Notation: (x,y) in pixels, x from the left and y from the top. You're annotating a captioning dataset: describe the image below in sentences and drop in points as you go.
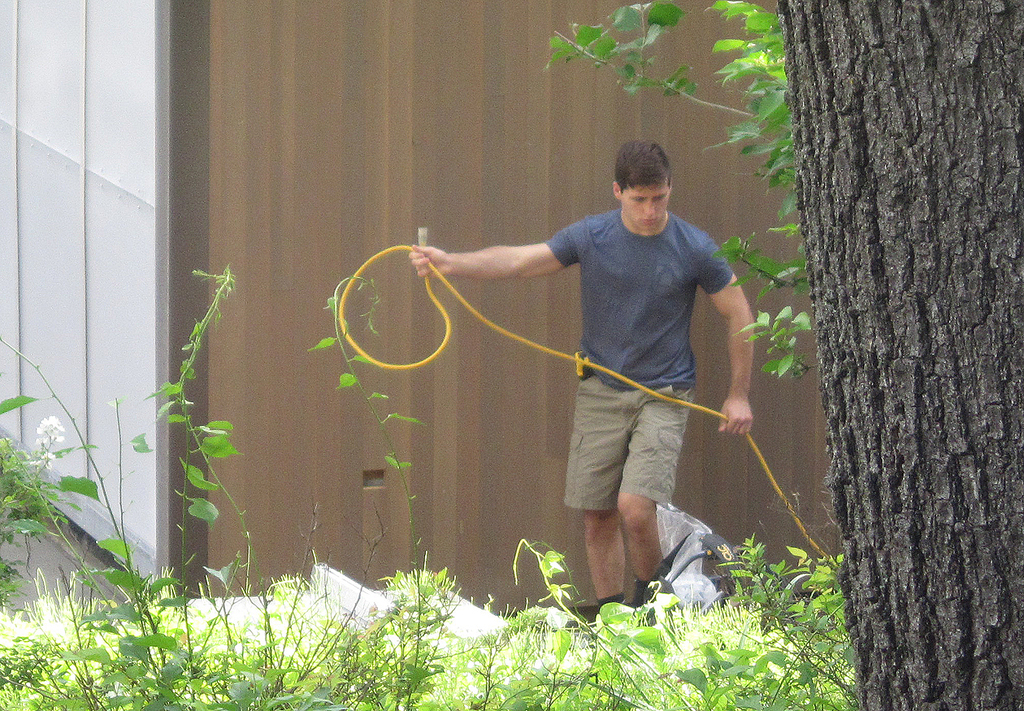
In the center of the image (629,427) we can see a man (582,353) standing and holding a pipe (598,365). At the bottom (748,651) there is grass (743,616) and plants (120,484). On the right (885,380) there is a tree (899,218). In the background (468,83) there is a wall (207,91).
